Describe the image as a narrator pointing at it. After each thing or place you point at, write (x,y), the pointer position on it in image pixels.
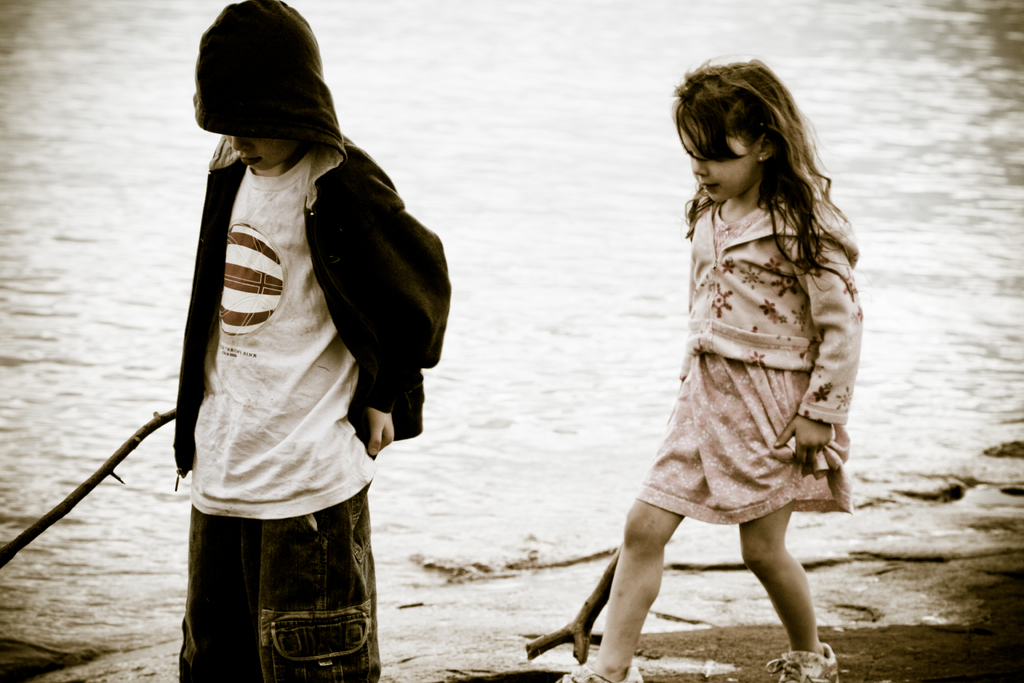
In this image in front (332,681) there are two people (247,659) holding wooden sticks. Behind them there is water (500,167).
